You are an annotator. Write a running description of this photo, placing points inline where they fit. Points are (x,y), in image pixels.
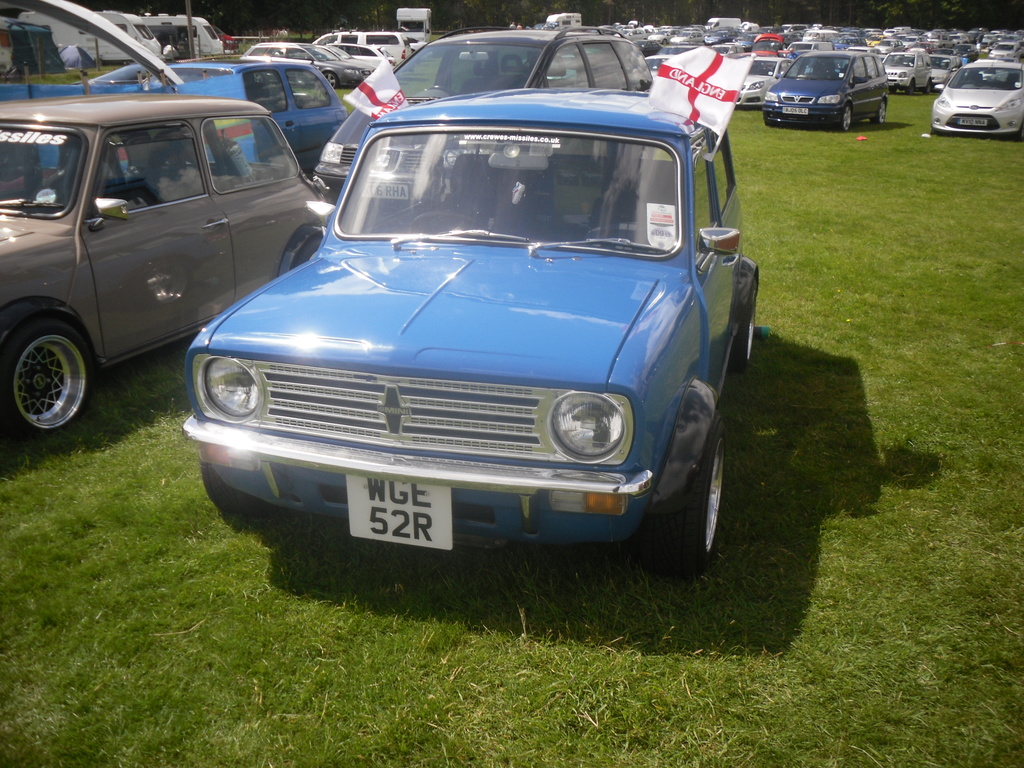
In front of the picture, we see the blue color car (584,314) is parked. We see two flags (712,107) in white and red color with some text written on it. Behind that, we see many cars (812,66) parked on the grass (906,113). At the bottom (376,702), we see the grass (890,112). There are trees (620,12) in the background (742,19).
